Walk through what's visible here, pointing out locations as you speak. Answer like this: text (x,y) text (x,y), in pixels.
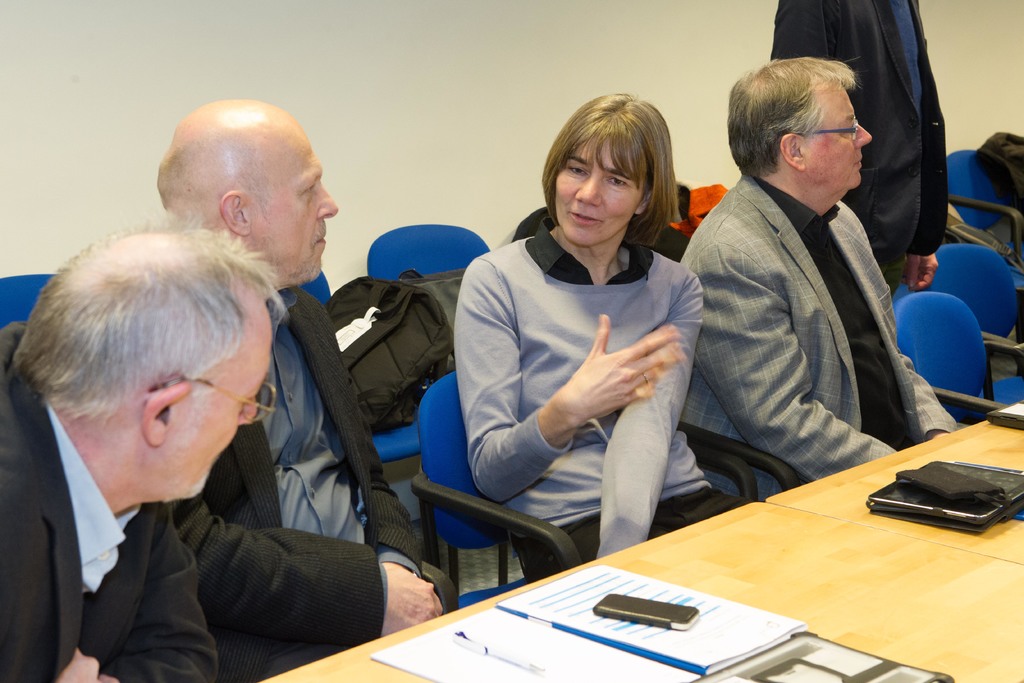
In the center of the image (574,438) we can see one person (892,31) is standing and four persons (593,408) are sitting on the chair (732,459). In front of them, there is a table (951,539). On the table (809,548), we can see books (691,669), one phone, one tab (967,469) and a few other objects (825,660). In the background (607,35) there is a wall (339,165), chairs (415,250), backpacks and a few other objects (953,224).
